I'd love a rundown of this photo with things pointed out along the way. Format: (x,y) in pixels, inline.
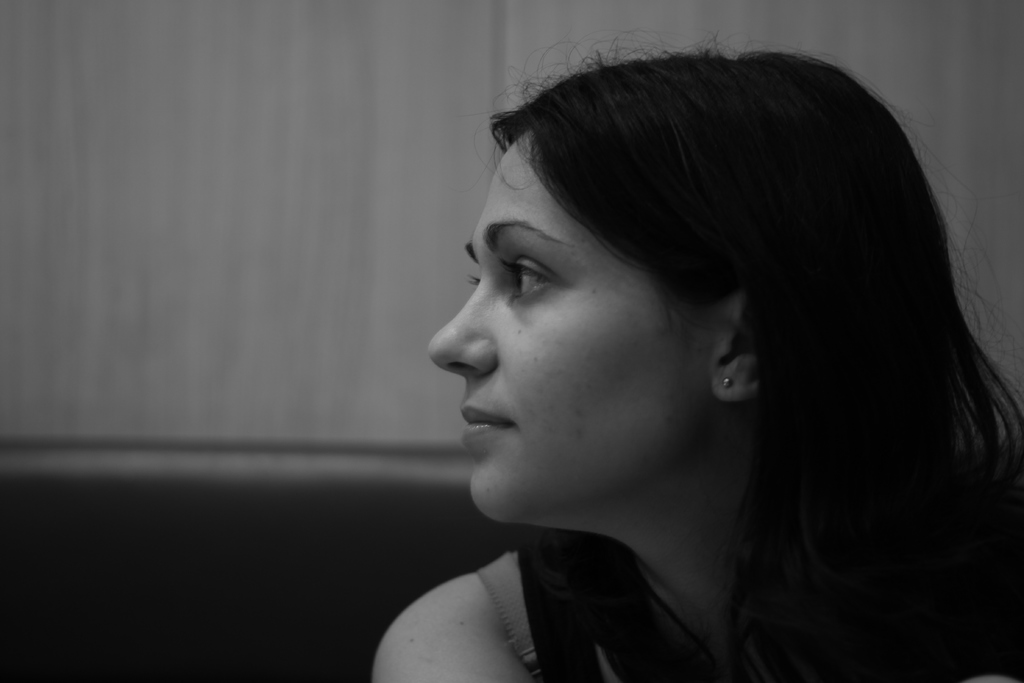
This is black and white picture of a woman (687,626).
